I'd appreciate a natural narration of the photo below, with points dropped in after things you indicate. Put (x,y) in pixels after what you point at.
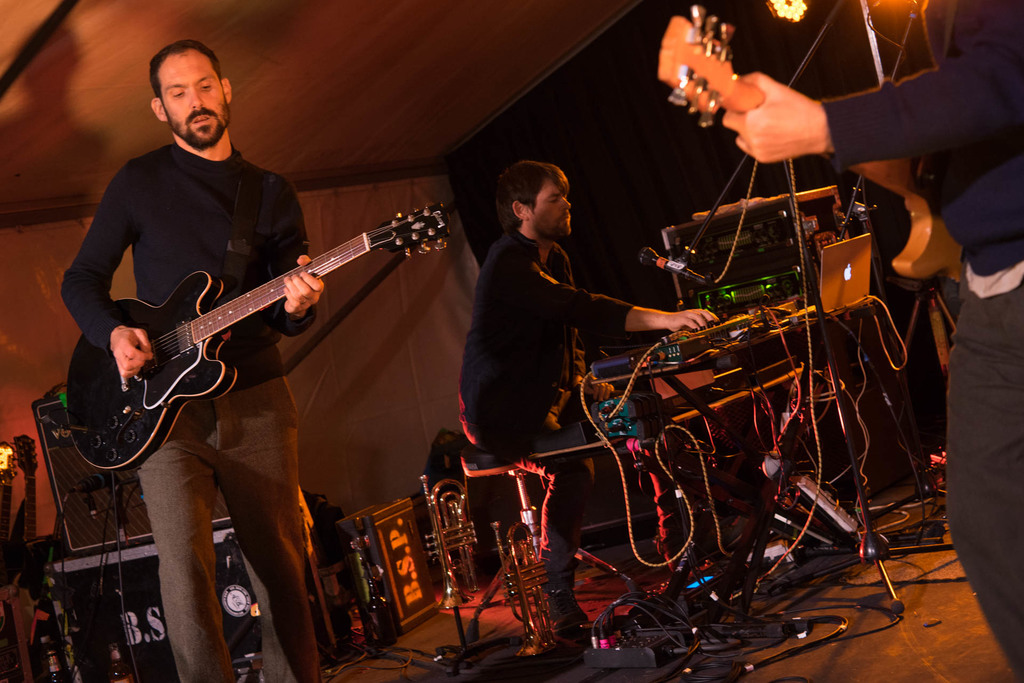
There are three men (946,153) in the image. The man (221,224) to the left corner (199,211) and the man (936,137) to the right corner (920,176) are playing guitars (904,195). The man (493,387) in center (530,382) is adjusting a audio mixer (666,356). There is table (698,362) in the image and on it there is laptop (836,298), audio mixer (716,342) and cables (652,452). On the floor (849,648) there are boxes (394,572), trumpets (443,549), cables (684,624) and microphones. In the background (413,372) there is cloth (437,180).
